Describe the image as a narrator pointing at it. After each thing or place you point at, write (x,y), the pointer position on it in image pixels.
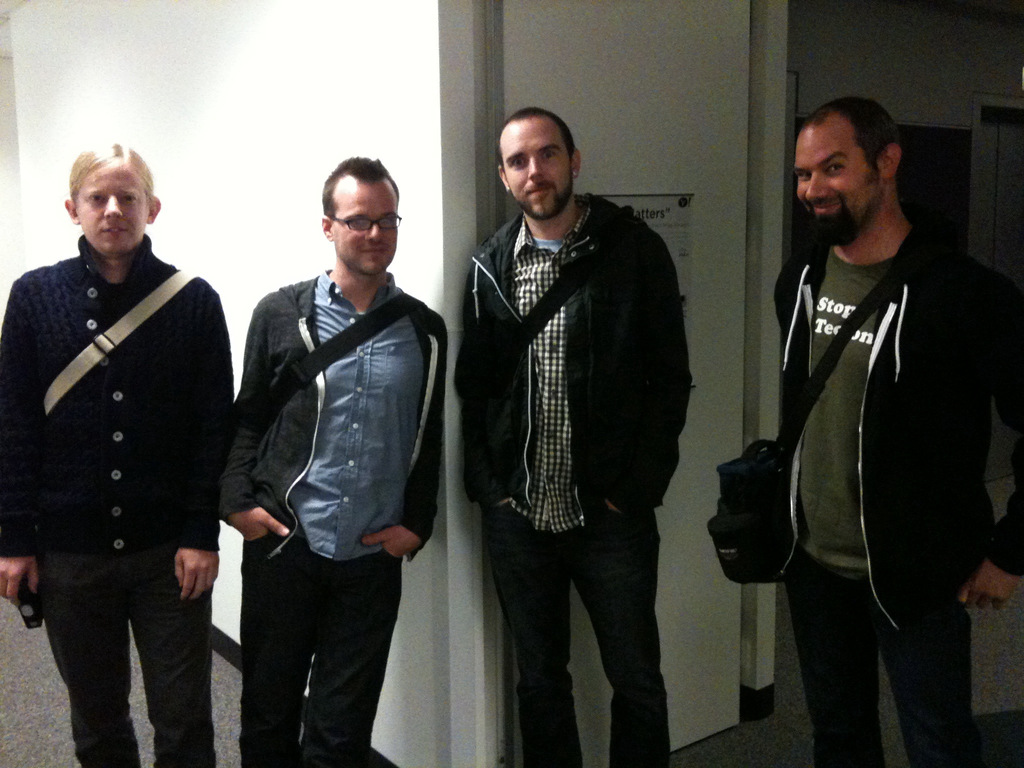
In this picture we can see four persons (835,446) holding their bags (785,460) and on the right side (985,298) person (924,589) is smiling and left side (94,625) the man (67,498) is standing and in center (639,379) two persons (640,334) one with spectacle (356,222) and other leaning towards the wall (486,156) and at background (255,89) we can see a wall (655,73).
